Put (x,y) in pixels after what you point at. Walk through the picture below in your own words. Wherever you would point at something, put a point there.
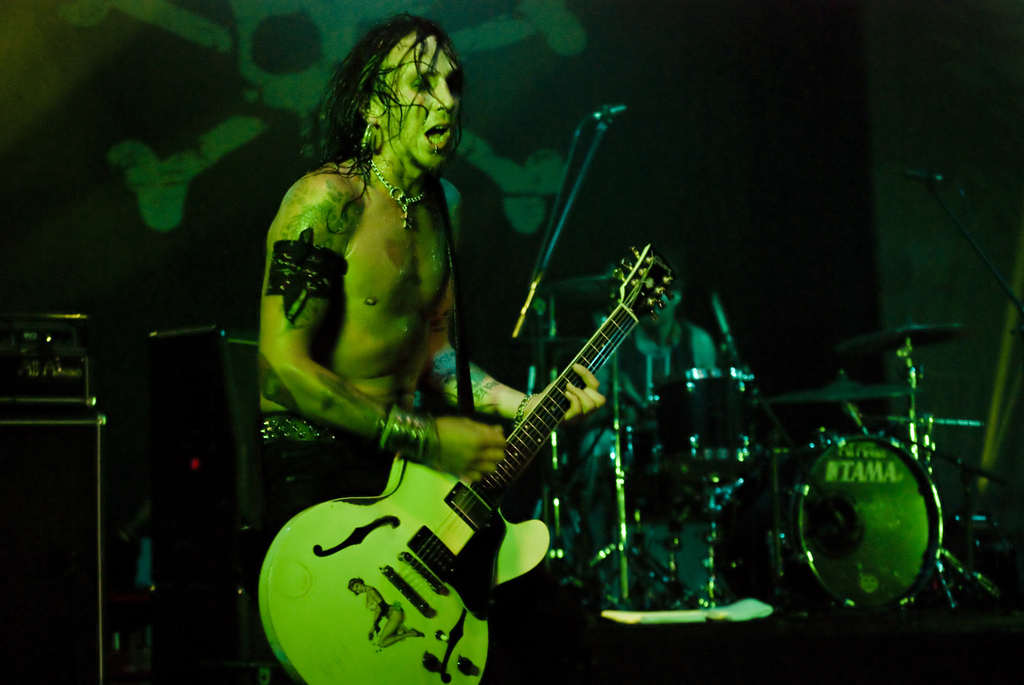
Here a man (436,312) is playing guitar (393,473). Behind him there is a person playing musical instruments (685,472) and a hoarding (472,125).
